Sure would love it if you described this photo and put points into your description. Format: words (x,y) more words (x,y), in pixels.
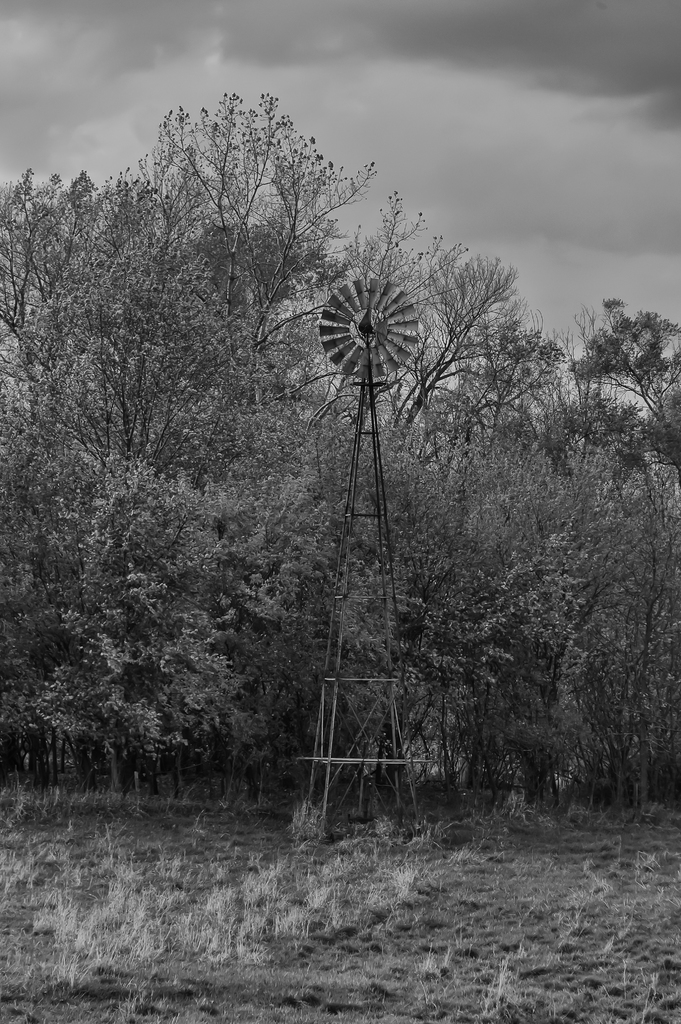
In this image there is a grassy land (269,931) in the bottom of this image (339,898) and there are some trees (335,456) in the background (249,435). There is a sky (418,125) on the top of this image (465,98), and there is one object (331,737) kept as we can see in middle of this image (348,487).
